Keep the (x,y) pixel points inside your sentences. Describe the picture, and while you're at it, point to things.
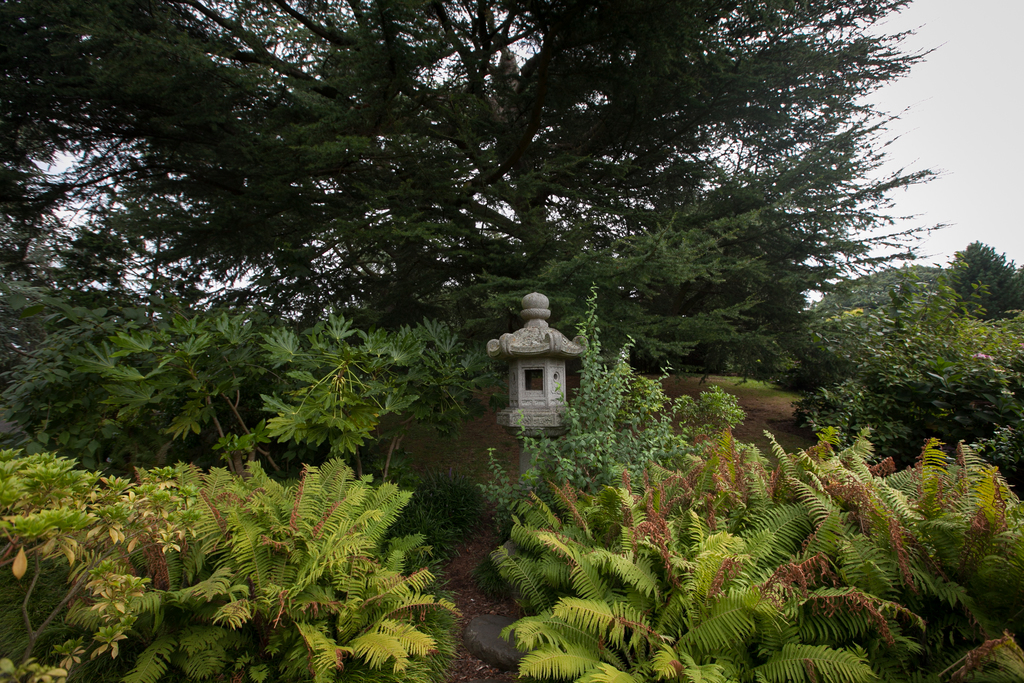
In this picture I can see number of trees (226,267) and plants (567,438) and in the middle of this picture (545,358) I see a white color thing (568,354) and in the background (983,87) I see the sky (944,22).
